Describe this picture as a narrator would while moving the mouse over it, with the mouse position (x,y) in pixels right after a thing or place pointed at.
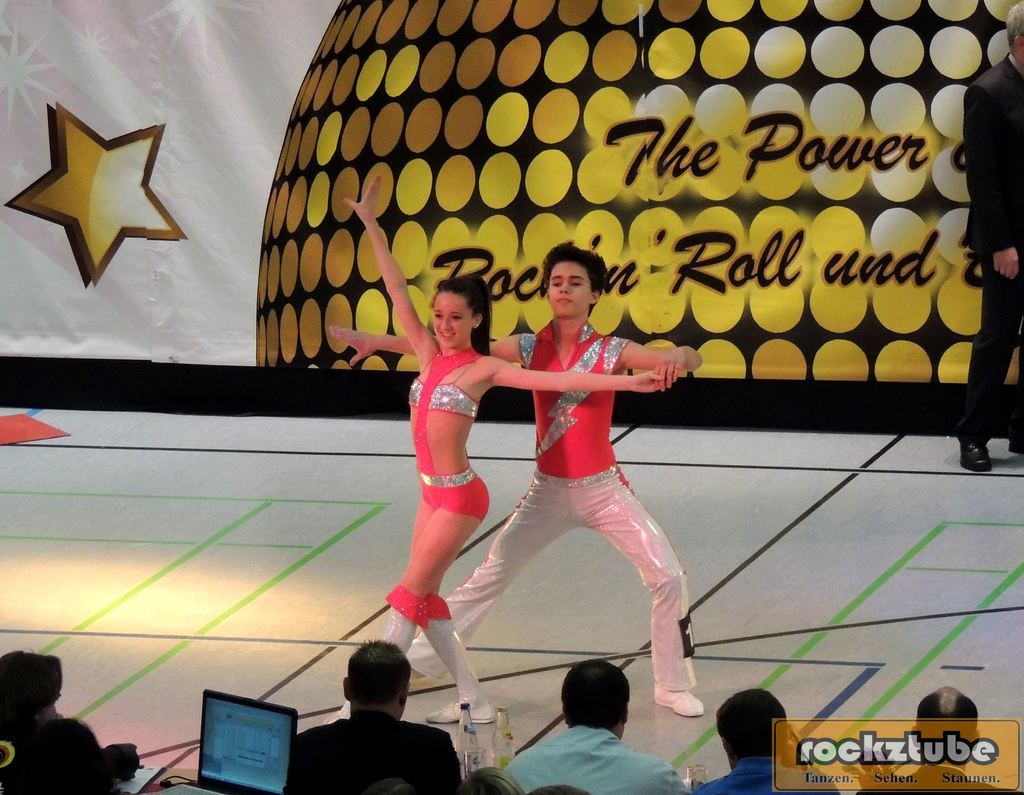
In this picture we can see two persons (651,540) dancing on the stage (664,506), in front of them we can see a group of people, here we can see a laptop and in the background (677,217) we can see a banner (677,254).
